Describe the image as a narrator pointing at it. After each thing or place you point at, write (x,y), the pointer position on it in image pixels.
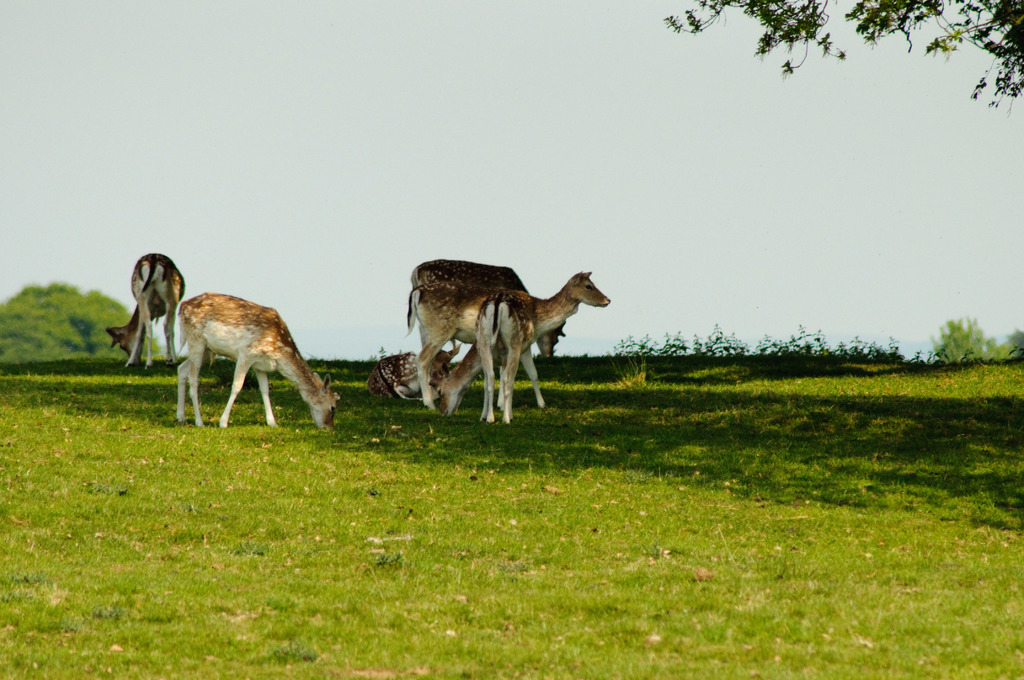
In the image there are deers (219,309) on the grass surface (677,445), in the background (55,304) there is a tree (65,302) and on the right side of the image (792,31) there are branches (916,3) of a tree (959,35).
